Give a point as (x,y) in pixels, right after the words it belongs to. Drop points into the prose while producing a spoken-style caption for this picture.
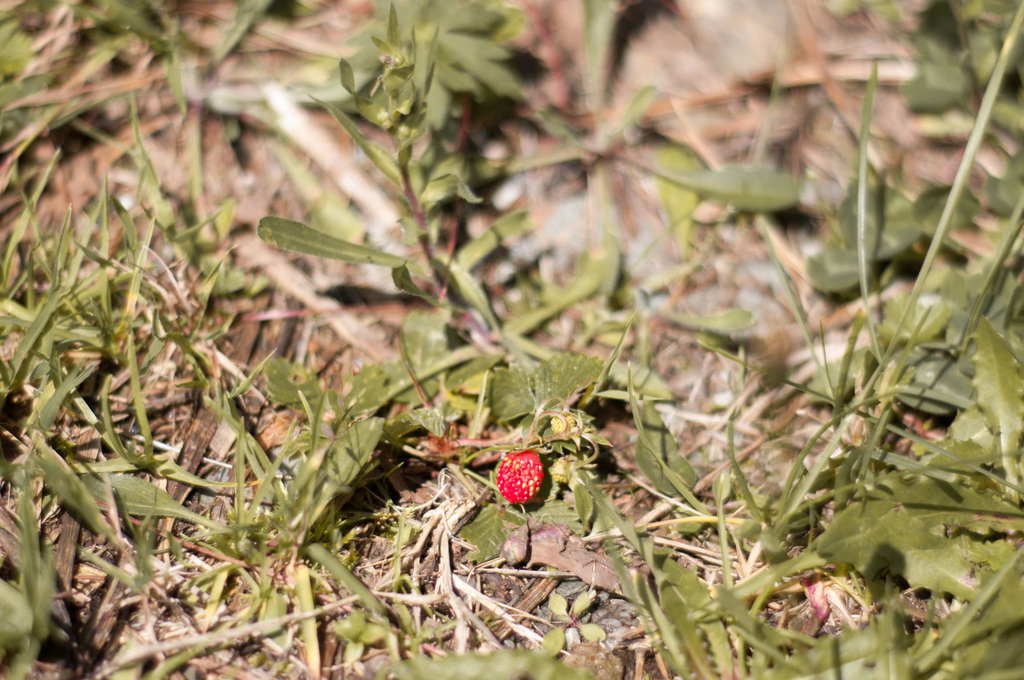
In this picture I can observe red color fruit (511,472). I can observe some plants (382,92) and grass (263,472) on the ground (776,15). The background (151,68) is blurred.
